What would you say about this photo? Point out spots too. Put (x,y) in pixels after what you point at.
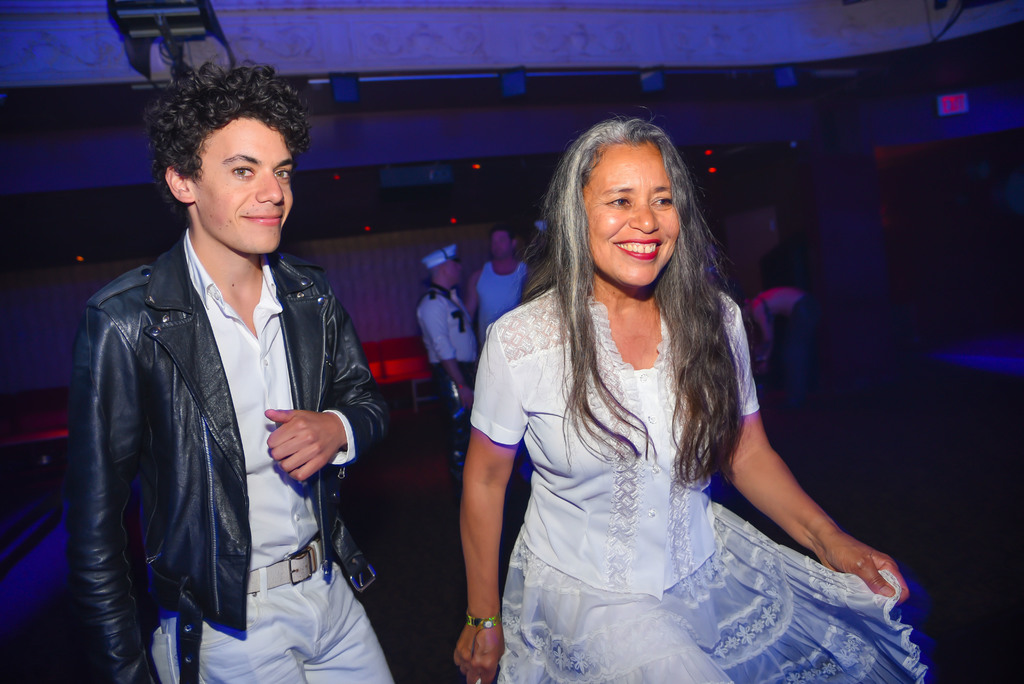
On the left side (265,333), there is a person (280,493) with a jacket (143,411) walking. On the right side (788,636), there is a woman (864,607) in a white colored dress (528,383) smiling and walking. In the background (450,335), there are other persons (467,334), lights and other objects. And the background (19,178) is dark in color.
